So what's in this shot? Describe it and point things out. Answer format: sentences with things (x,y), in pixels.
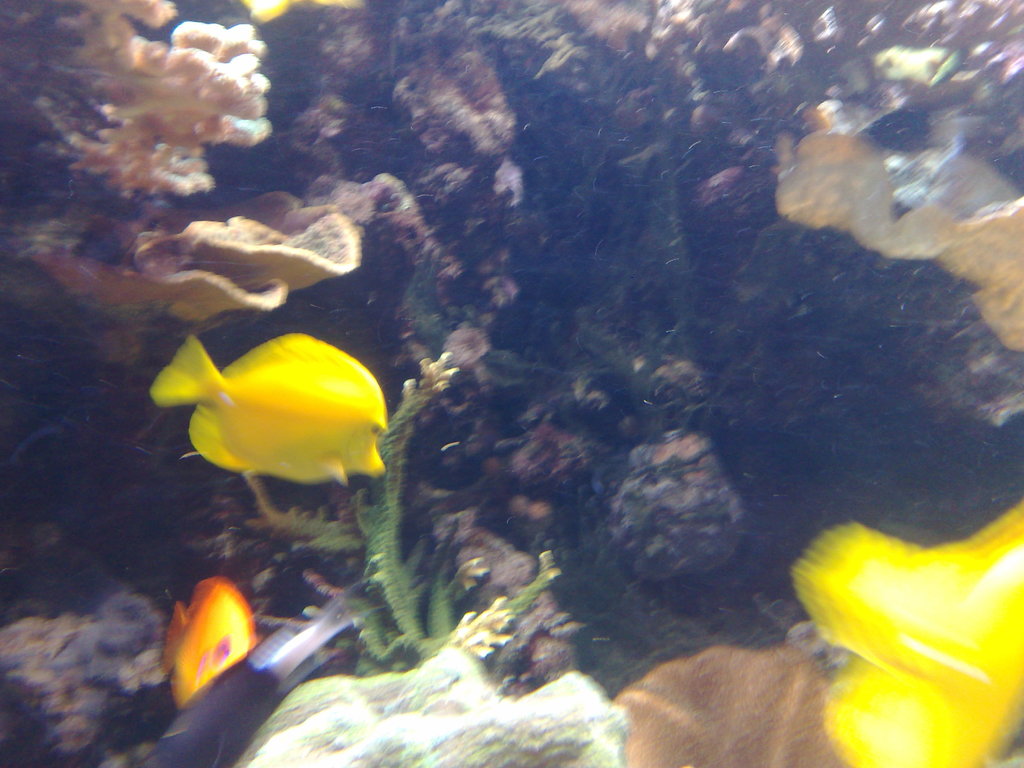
In the image we can see water (100,473). In the water (746,288) we can see some fishes (1003,695) and plants (979,231).
